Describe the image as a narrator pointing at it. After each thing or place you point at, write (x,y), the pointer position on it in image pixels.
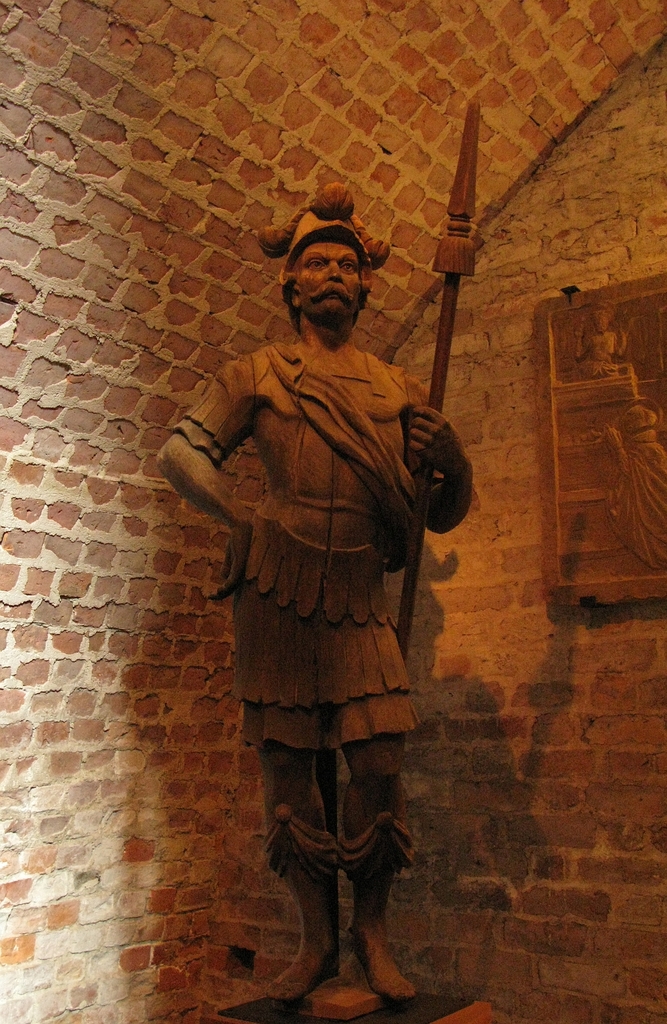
In this image there is a statue (318,312) of a man (326,312) holding a spear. In the background (289,62) there is a wall (491,521). Here there is a frame (589,420).
